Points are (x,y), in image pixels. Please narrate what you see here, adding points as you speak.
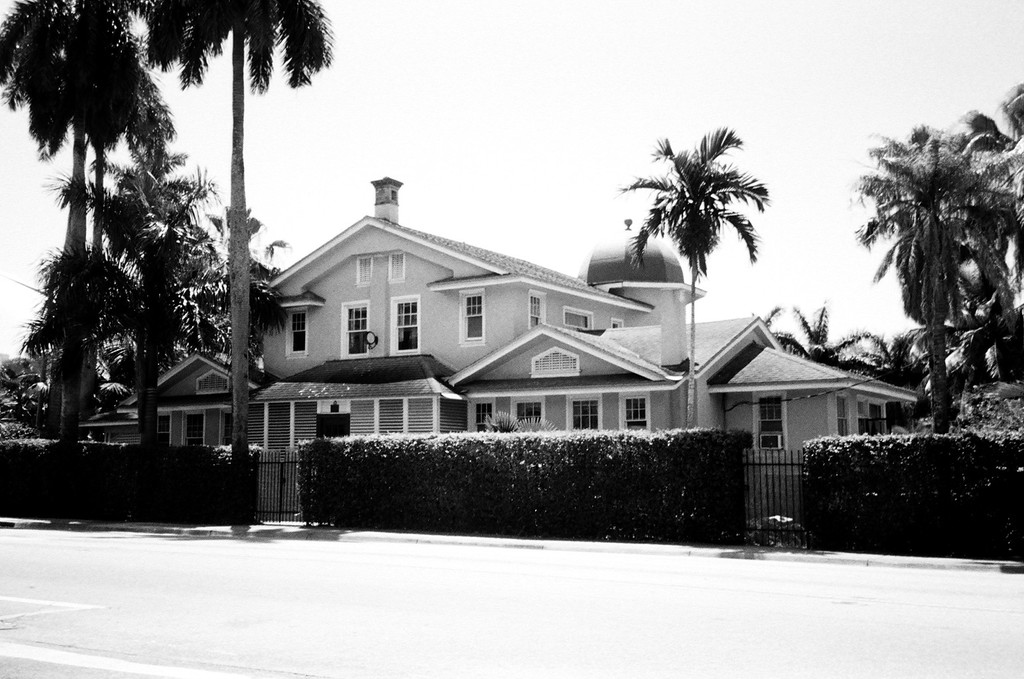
In this image I can see a road (435,652) in the front (427,661). In the background (727,473) I can see bushes (696,509), two gates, number of trees (916,258) and a building (520,362). I can also see this image is black and white in colour.
